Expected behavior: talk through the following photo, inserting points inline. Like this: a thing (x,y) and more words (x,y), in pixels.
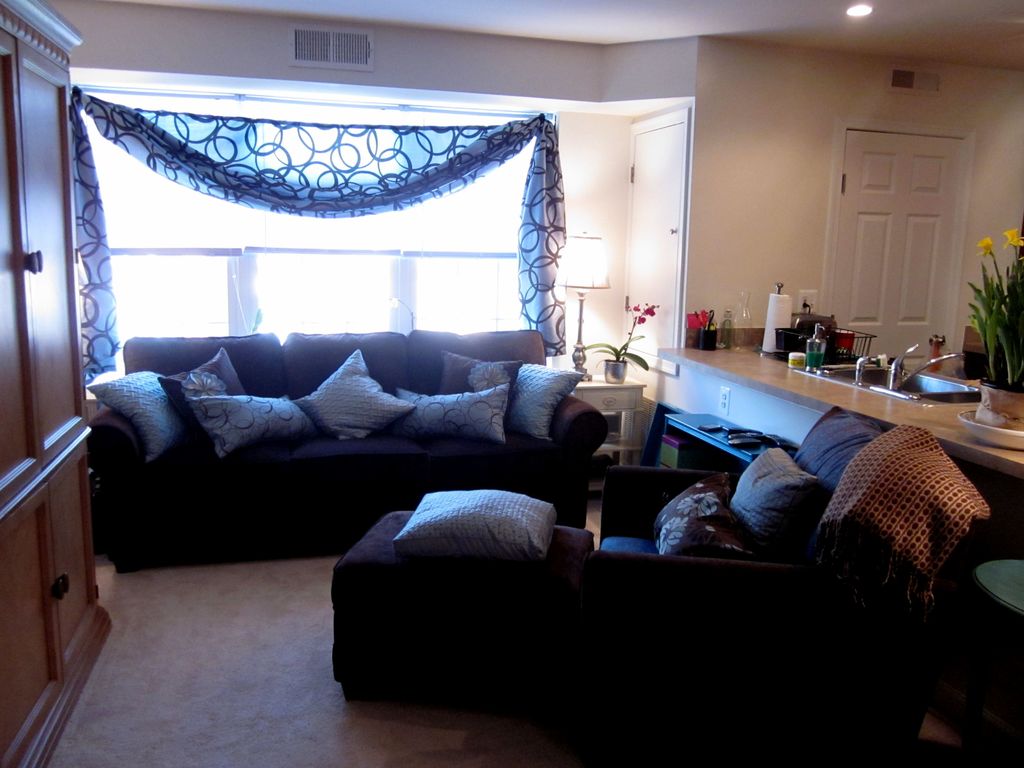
This picture is taken inside the room (216,527) and in front (698,608), we see sofa chair (435,460) and cushions (428,405) on it. To the right corner of this picture (962,437), we see a countertop (817,398) with sink (913,393) and the flower pot (1000,317). We even see a bottle (809,341) and basket (853,336) and beside that, we see a door (867,236) in white color. Behind the sofa (234,353), we see a window (254,249) and curtain (391,172) which is in white color. On the left corner of this picture (11,422), cupboards (62,642) which are brown in color.
